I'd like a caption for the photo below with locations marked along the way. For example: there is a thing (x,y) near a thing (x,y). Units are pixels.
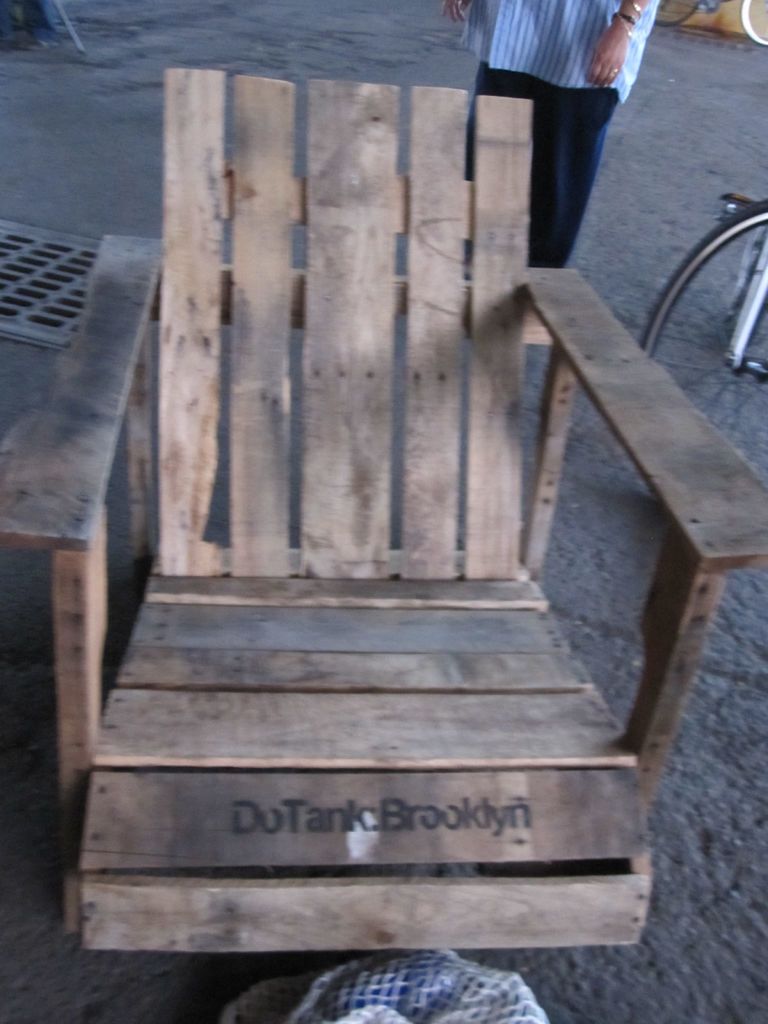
This picture is mainly highlighted with a wooden chair (328,575). This is a drainage cap (34,262). We can see partial part of a bicycle (735,218) and a person (537,49).
